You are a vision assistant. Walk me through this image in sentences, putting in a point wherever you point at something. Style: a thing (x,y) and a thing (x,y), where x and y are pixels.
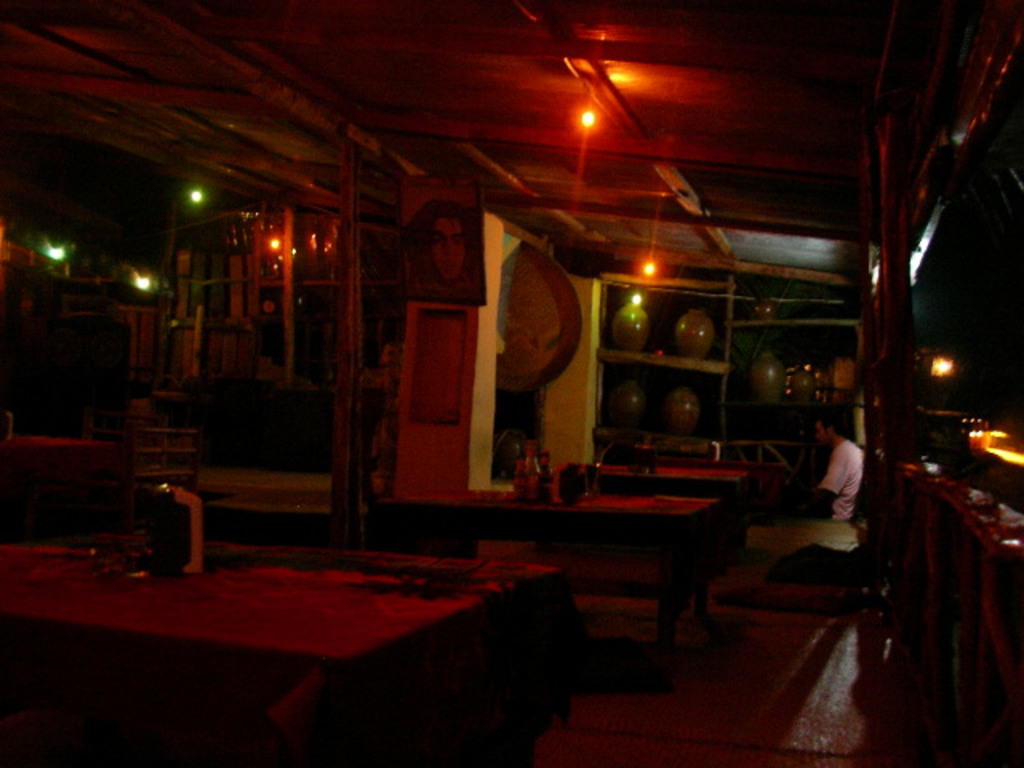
Here there are lights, a person (848,456) is sitting, this is table (547,526).
